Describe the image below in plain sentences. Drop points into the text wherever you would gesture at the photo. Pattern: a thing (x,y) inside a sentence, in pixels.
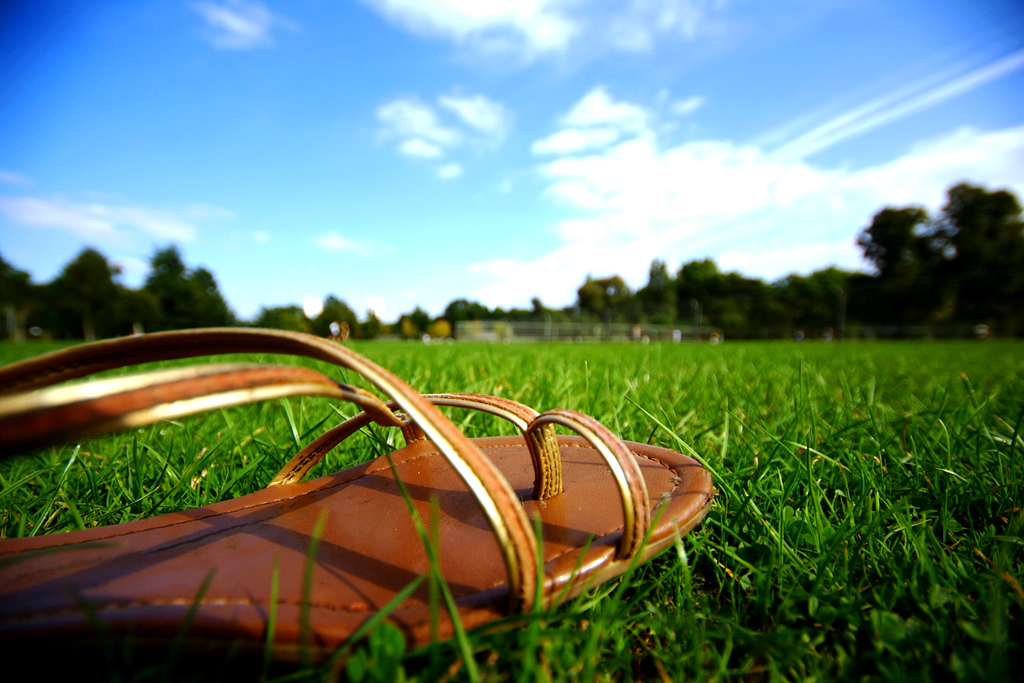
In the foreground of this image (406,531), there is a foot wear (460,551) on the grass (782,625). In the background (748,312), there are trees (134,313), sky (332,221) and the cloud (689,224).
